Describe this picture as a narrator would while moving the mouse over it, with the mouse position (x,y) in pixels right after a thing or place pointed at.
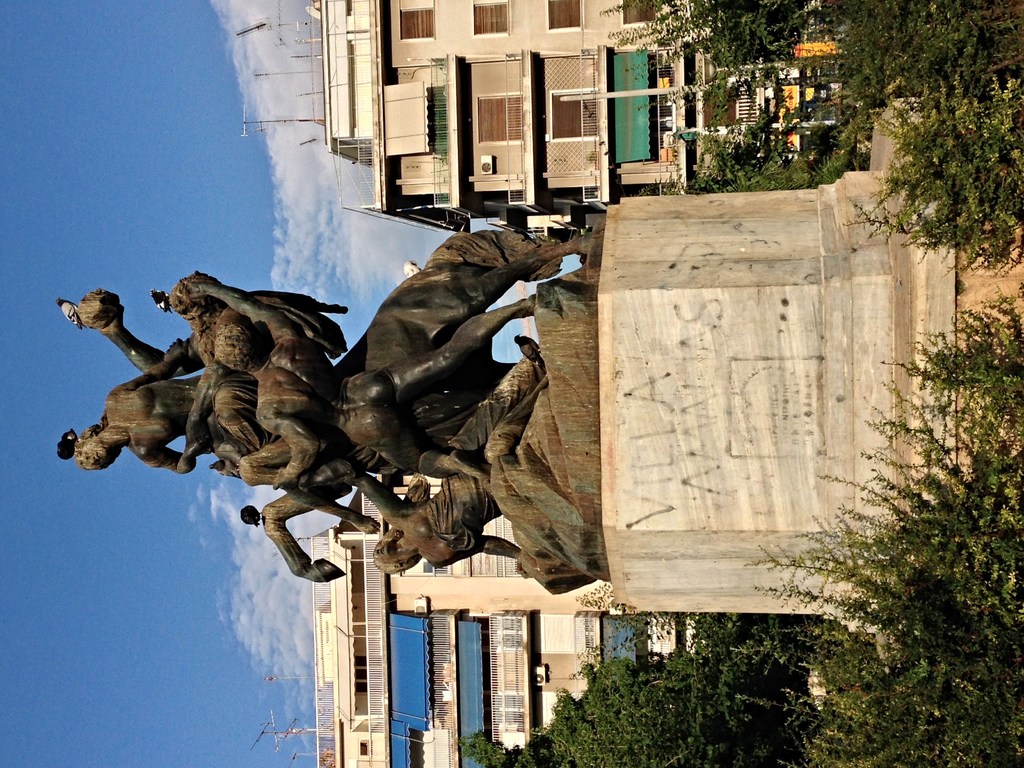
In this picture we can see a statue (434,407) on a platform (756,244), here we can see trees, buildings (585,213) and some objects (797,50) and in the background (515,289) we can see sky (272,236) with clouds (307,236).
